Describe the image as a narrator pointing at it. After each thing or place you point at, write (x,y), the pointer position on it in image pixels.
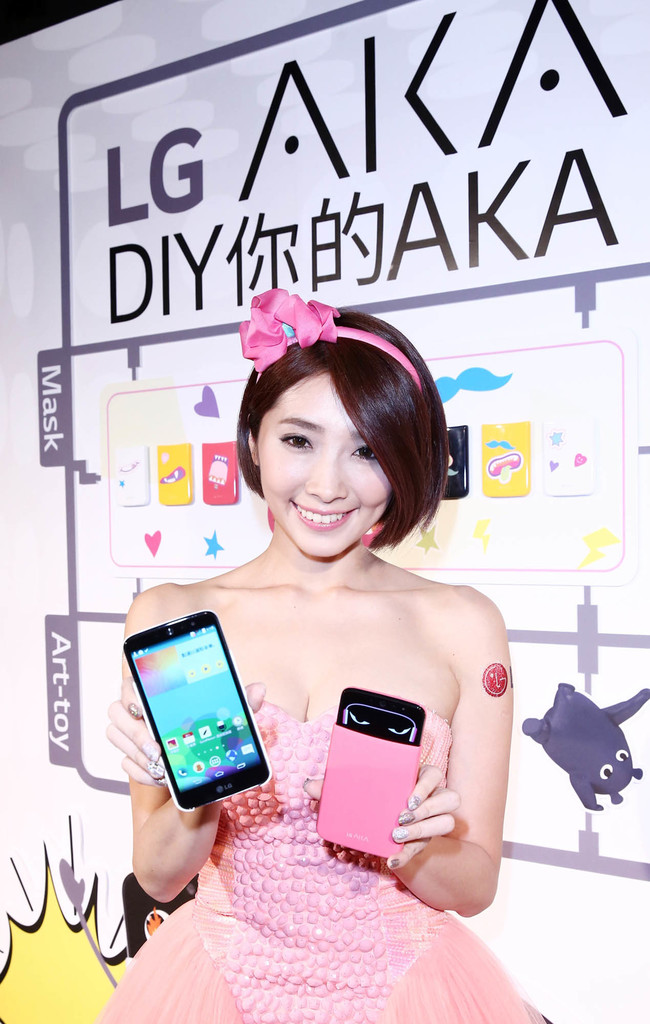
Here we can see a woman (154,869) having mobile phones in her hands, she is smiling and she is wearing a hair band (260,357) and behind her we can see LG poster (69,385).
